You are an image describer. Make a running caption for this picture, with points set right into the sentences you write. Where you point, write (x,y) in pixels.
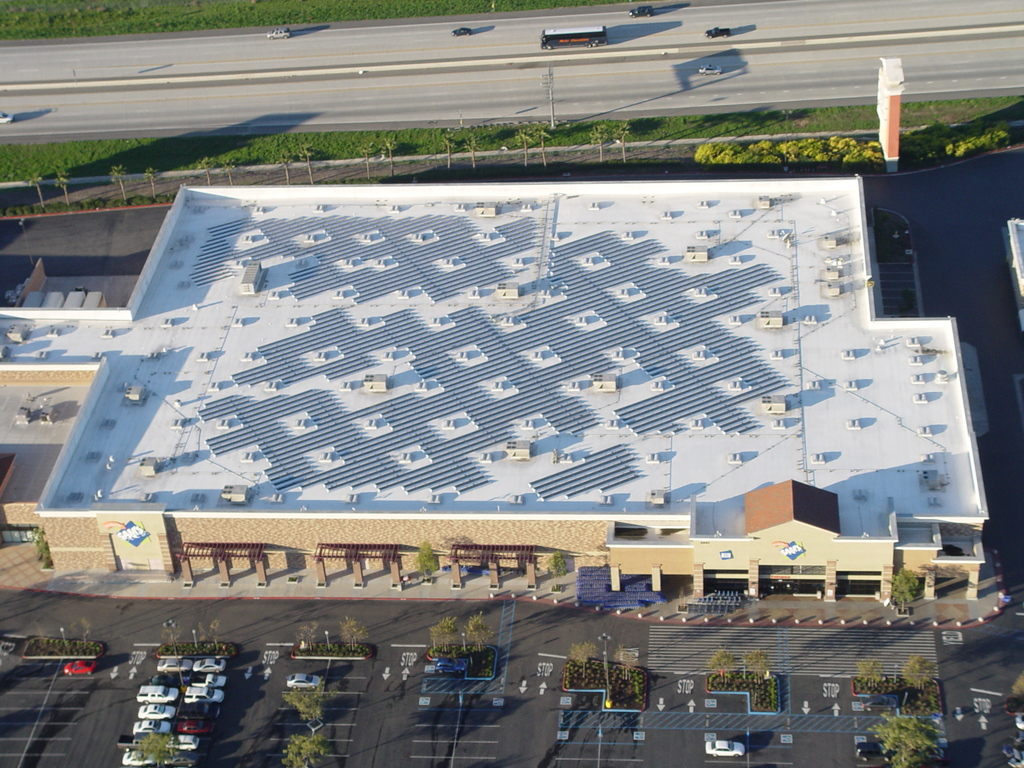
In the picture I can see the building (870,391). I can see the cars (136,747) parked in a parking space (360,668) at the bottom of the picture (430,673). I can see a few vehicles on the road (420,80) at the top of the picture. I can see the green grass (342,143) on both sides of the road (872,52).
